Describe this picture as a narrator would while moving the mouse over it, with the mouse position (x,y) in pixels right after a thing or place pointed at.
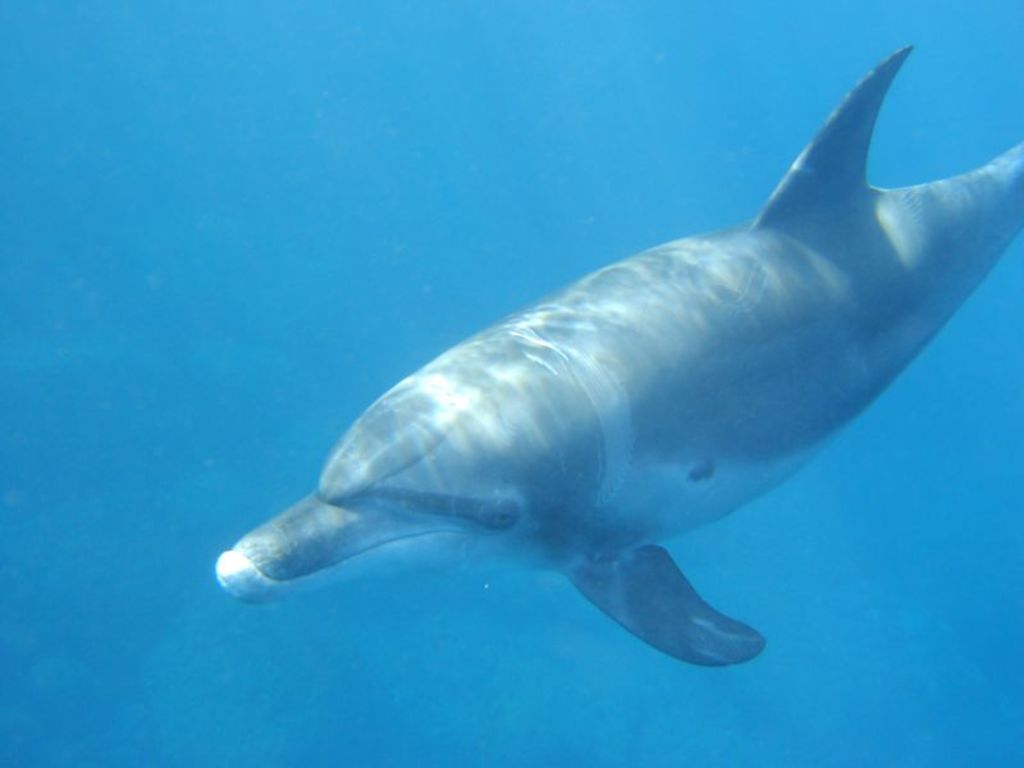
In this image, I can see a dolphin (456,538) in the water (240,539). This water (198,356) looks blue in color.
